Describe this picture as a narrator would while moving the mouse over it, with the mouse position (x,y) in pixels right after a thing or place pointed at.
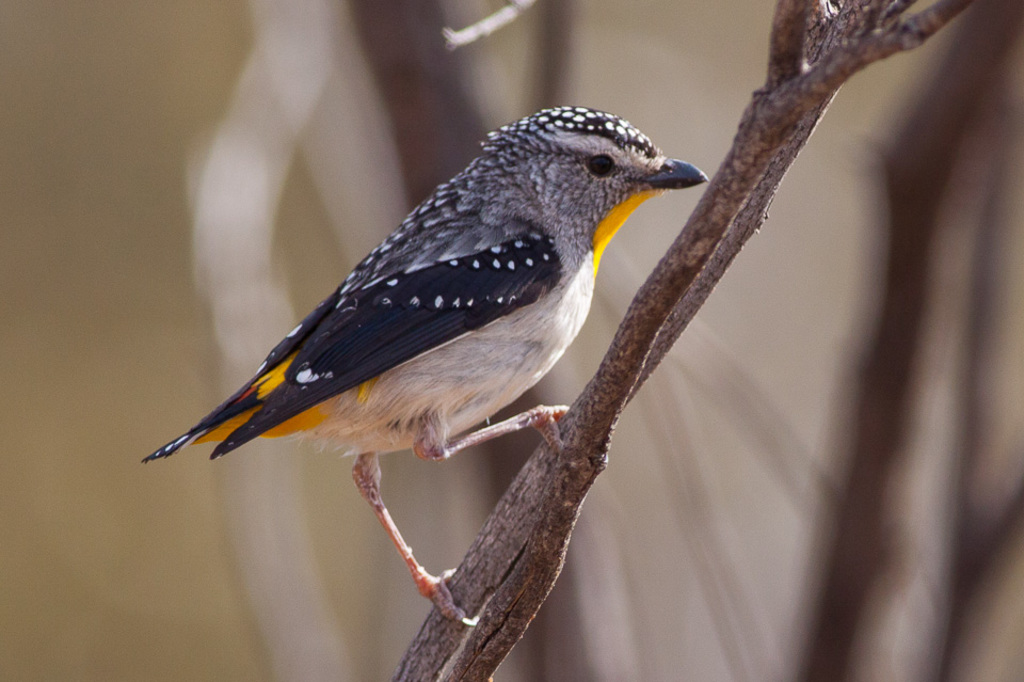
In this image there is a bird (517,415) standing on a tree branch (638,381) and the background (55,657) is blurry.
